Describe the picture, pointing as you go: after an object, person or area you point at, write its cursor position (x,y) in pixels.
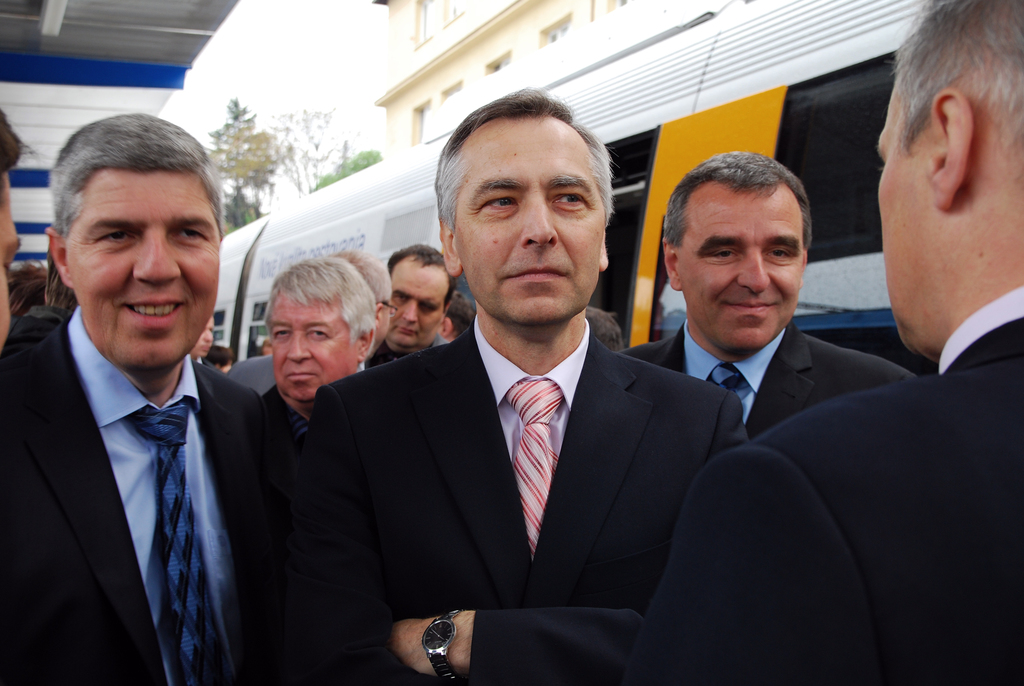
In this picture I can see there are few people (371,393) standing here and they are wearing blazers (426,523) and shirts (558,434). Onto right side (733,105) there is a train (703,45) and it is in white and yellow color. In the backdrop (319,151) there is a building (440,96) and trees (287,156) into left and the sky (271,51) is clear.
